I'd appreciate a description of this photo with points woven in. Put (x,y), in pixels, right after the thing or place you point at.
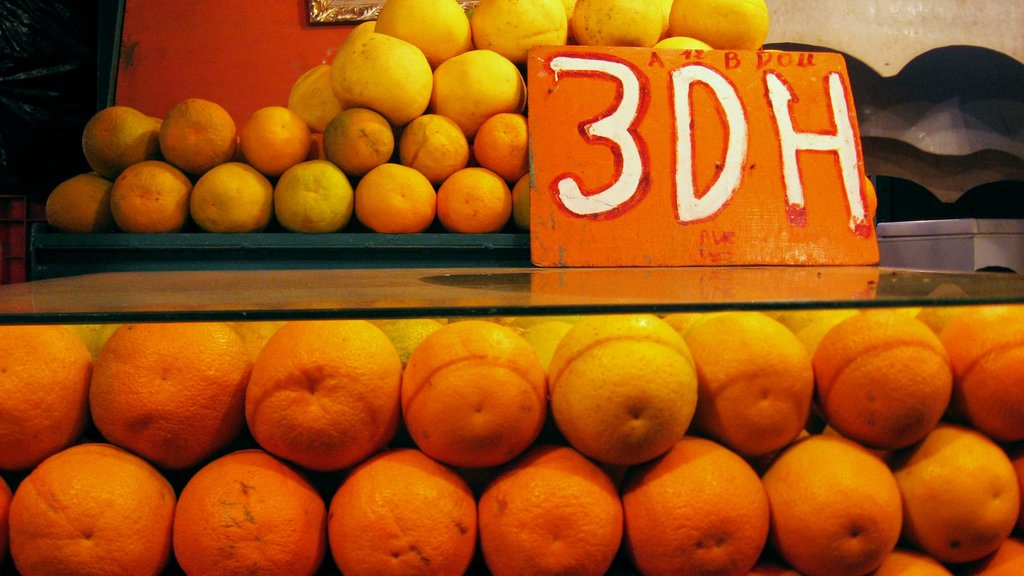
There are oranges (656,401) at the bottom side of the image (584,401), there is text (683,192) on the small board (630,168), it seems like the frame (351,10) and fruits (479,18) at the top side (445,43).
